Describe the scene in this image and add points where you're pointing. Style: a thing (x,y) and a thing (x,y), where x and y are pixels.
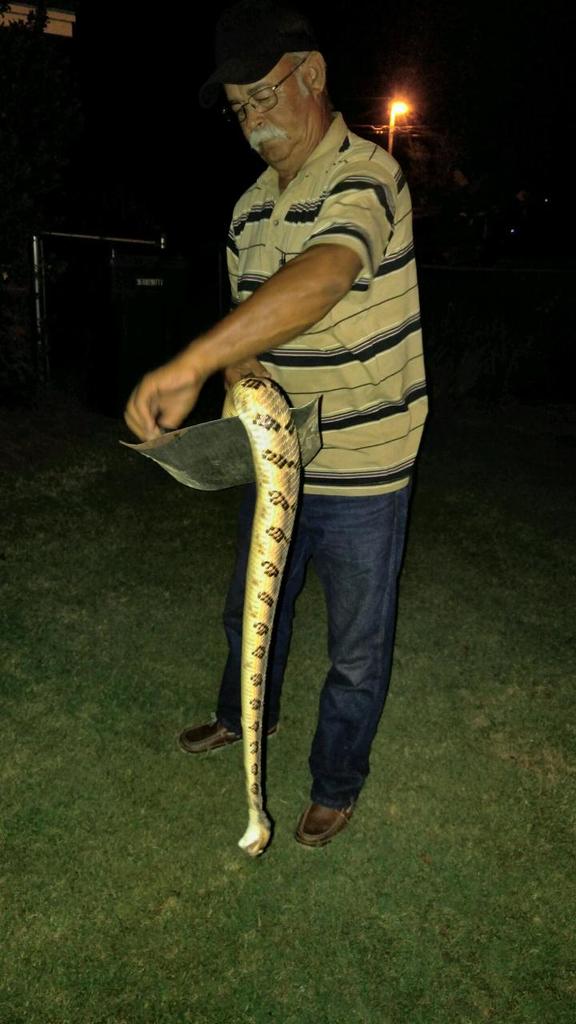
A man (239,86) wearing specs (263,100) and cap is holding a snake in a plate (197,462). On the ground (474,739) it is grass (485,681). In the background (391,132) there is a light (406,105).
